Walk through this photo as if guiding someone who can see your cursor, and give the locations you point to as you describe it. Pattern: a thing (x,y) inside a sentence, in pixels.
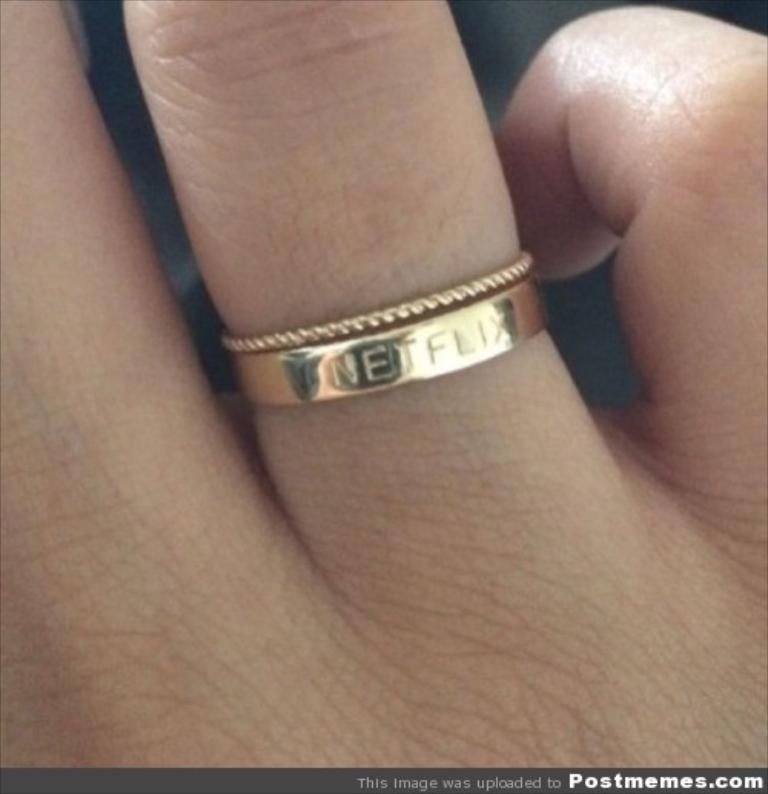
This is the hand ring (417,356) for the finger (409,437). I can see the watermark (507,791) on the image.
